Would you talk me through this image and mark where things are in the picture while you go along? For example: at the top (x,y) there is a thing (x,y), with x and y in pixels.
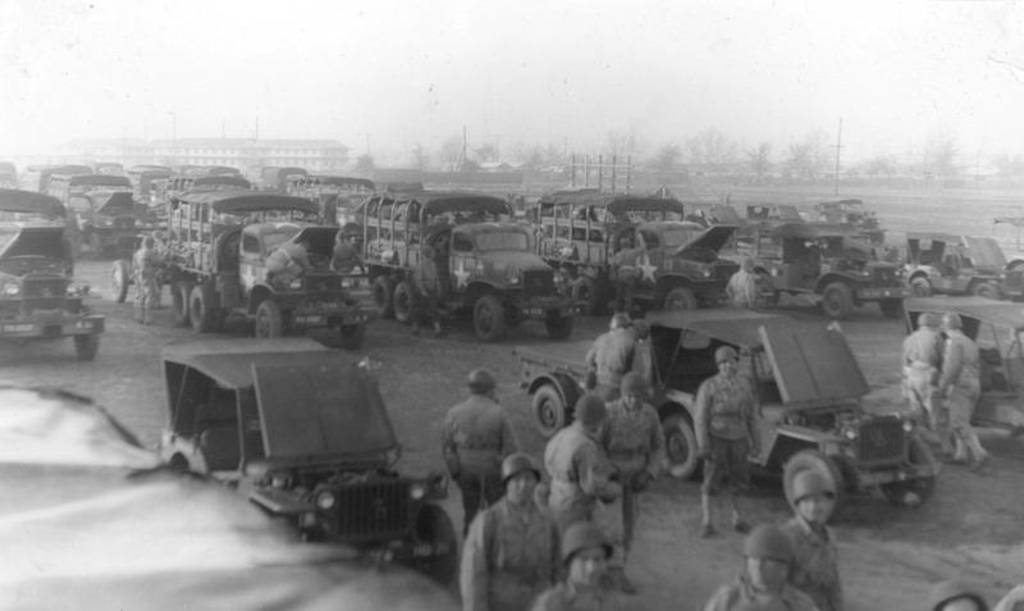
In this picture I can see a group of people (715,454) at the bottom (563,475), in the middle (425,222) there are vehicles (425,222). In the background (201,152) there are buildings (294,157) and trees (714,157). At the top (531,72) there is the sky (492,114), this image is in black and white color.
